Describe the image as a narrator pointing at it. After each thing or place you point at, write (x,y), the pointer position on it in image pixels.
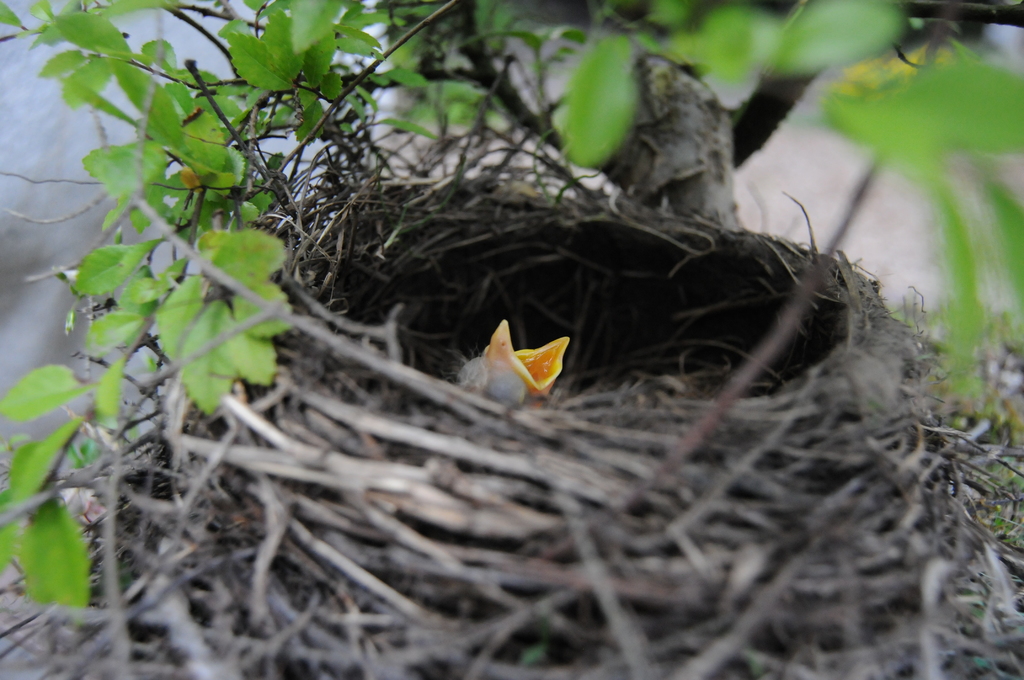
In this image I can see the nest (701,354). In the nest (563,375) I can see the bird (542,359). In the background (247,55) I can see few plants (126,255) in green color.
